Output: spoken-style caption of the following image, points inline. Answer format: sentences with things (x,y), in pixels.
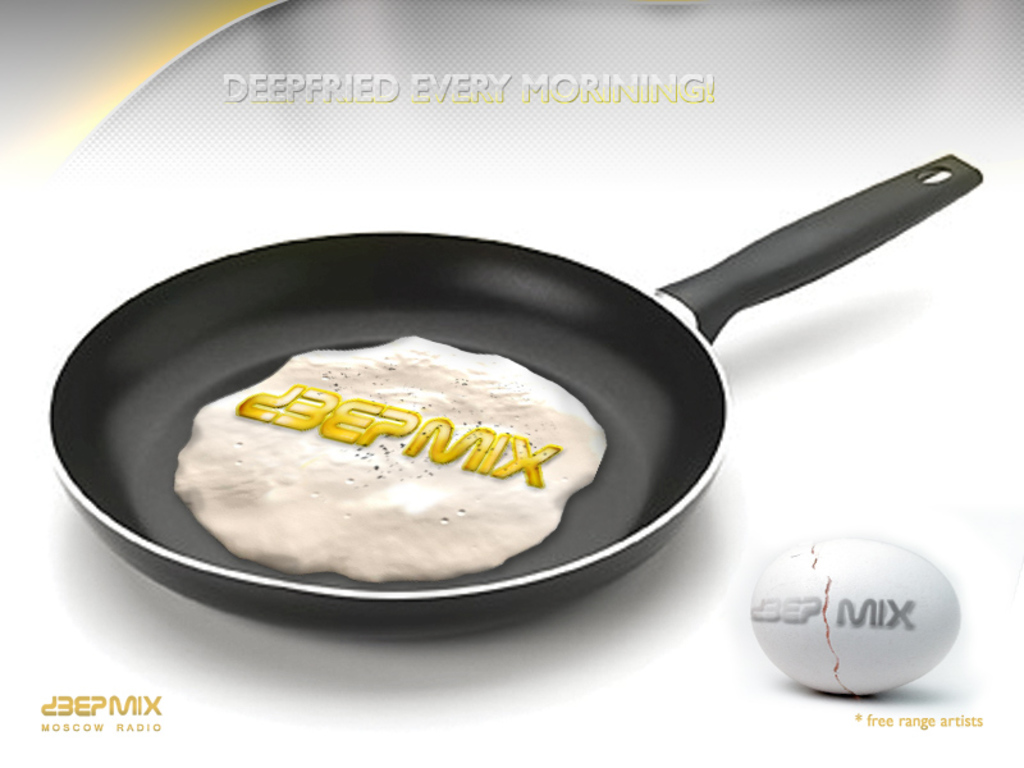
This might be an animation, in this image in the center (578,337) there is a pan (930,202) and in the pan (394,453) there is some food (462,474) and there is text (357,435). On the right side of the image (814,631) there is an egg (821,662).
